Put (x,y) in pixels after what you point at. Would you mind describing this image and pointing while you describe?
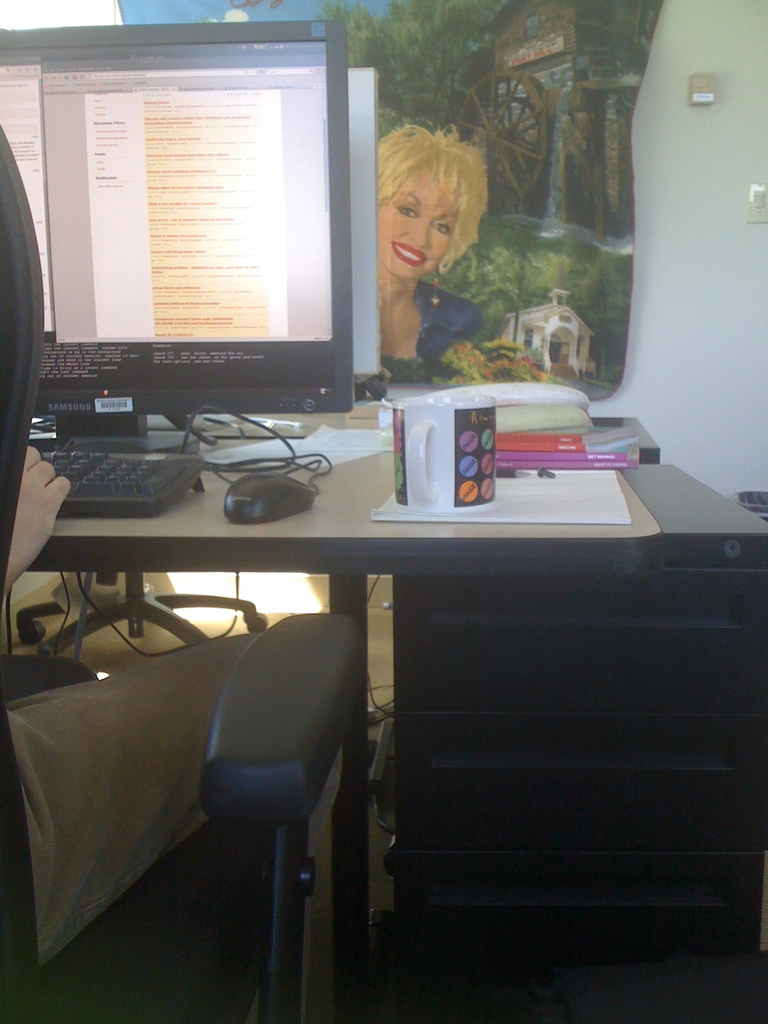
In this image I see a person (63,765) who is sitting on a chair (36,664) and I see a table (244,424) on which there is a monitor (218,258), keyboard (197,458), a mouse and a cup (436,462) and other things (567,467) and in the background (756,400) I see the white wall (736,112) on which there is a photo frame (351,58) of a woman (391,223) who is smiling and I can also see few wires (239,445).
